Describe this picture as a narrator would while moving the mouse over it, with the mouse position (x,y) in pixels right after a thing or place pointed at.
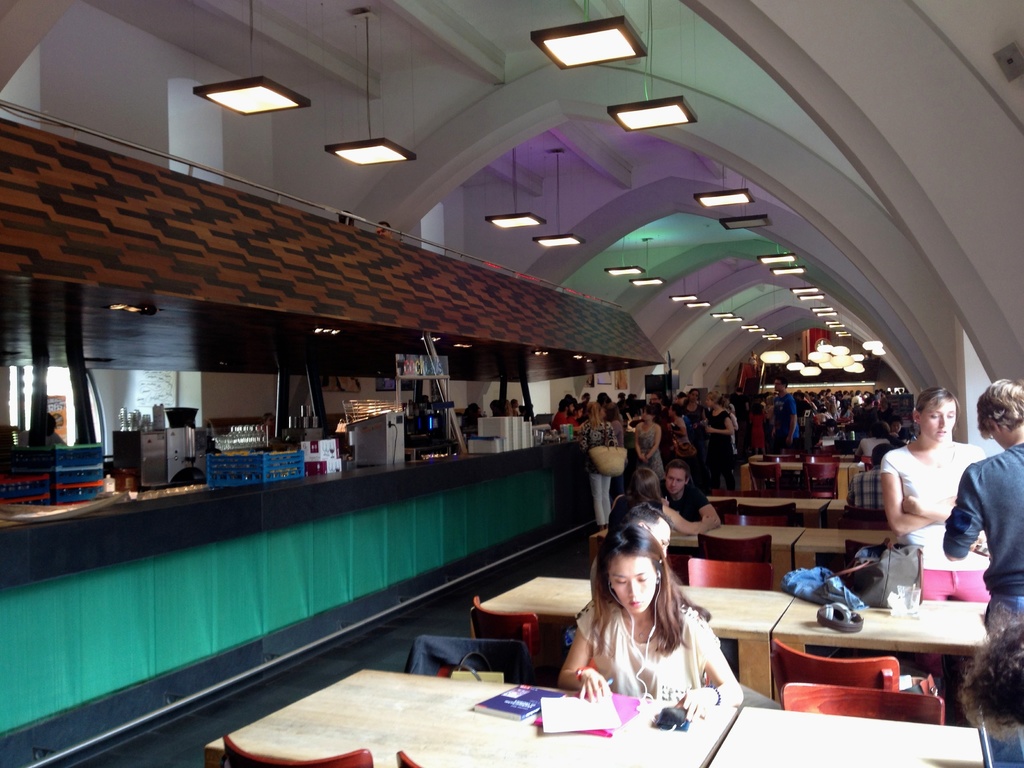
In this image, there is an inside view of a building (786,35). There are some persons (759,414) standing and wearing colorful clothes (597,431). There are some persons (641,528) sitting in a chair (530,646) in front of the table (726,754). There is a notebook (501,695) on this table (555,753). There are some lights (591,34) at the top (606,36).
